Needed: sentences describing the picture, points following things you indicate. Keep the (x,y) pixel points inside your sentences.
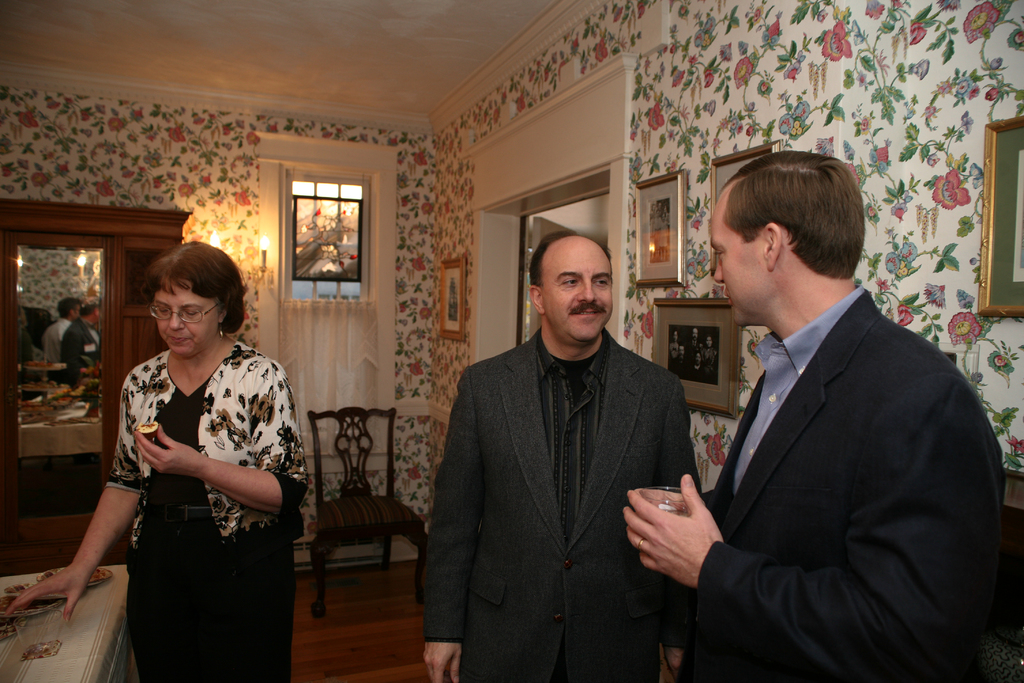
In this image in the foreground (570,341) there are three persons (159,397) standing, and on the left side (97,629) there is one table (90,611). On the table (76,615) there are some plates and one person (692,509) is holding a glass (655,514), and one person (207,457) is holding something. In the background (62,255) there is a chair (350,502), mirror (35,462), cupboard (57,243), window (383,208) and some photo frames (1006,192) on the wall (798,88). At the bottom (349,591) there is floor (331,596).
